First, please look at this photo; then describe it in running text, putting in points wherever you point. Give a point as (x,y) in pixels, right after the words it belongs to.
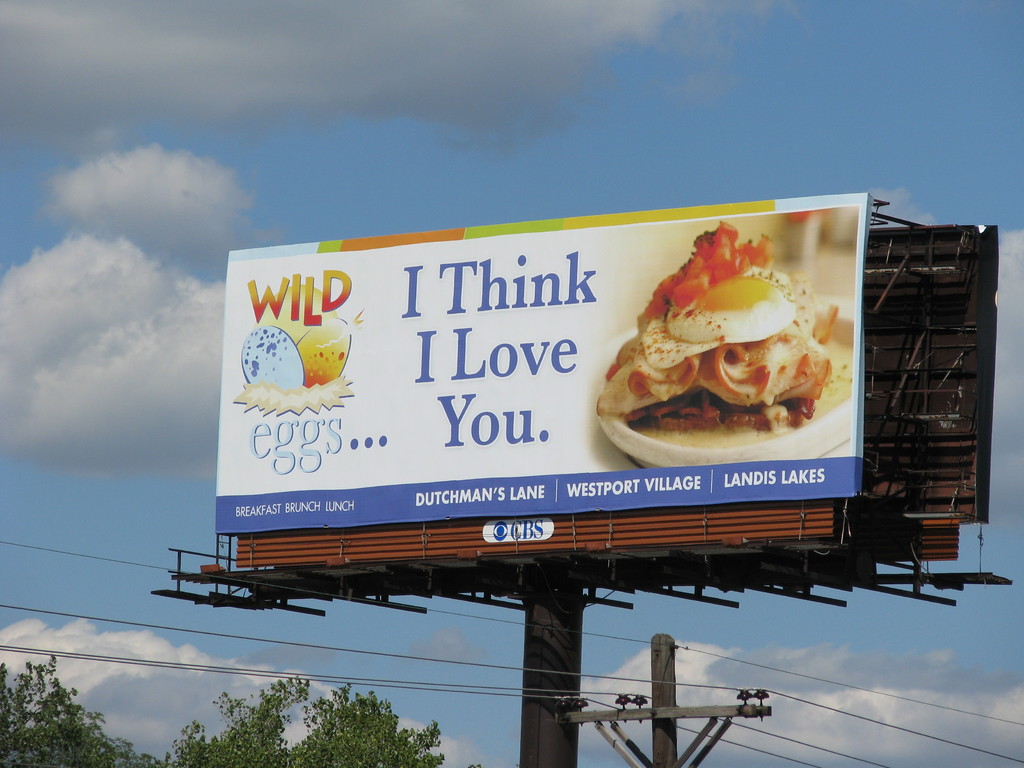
In this image, we can see a few poles (661,647). We can see some boards (517,298) with text (569,355) and images (768,457). We can see some wires (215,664). There are a few trees (360,749) at the bottom (376,757). We can also see the sky (158,485) with clouds (124,437).
